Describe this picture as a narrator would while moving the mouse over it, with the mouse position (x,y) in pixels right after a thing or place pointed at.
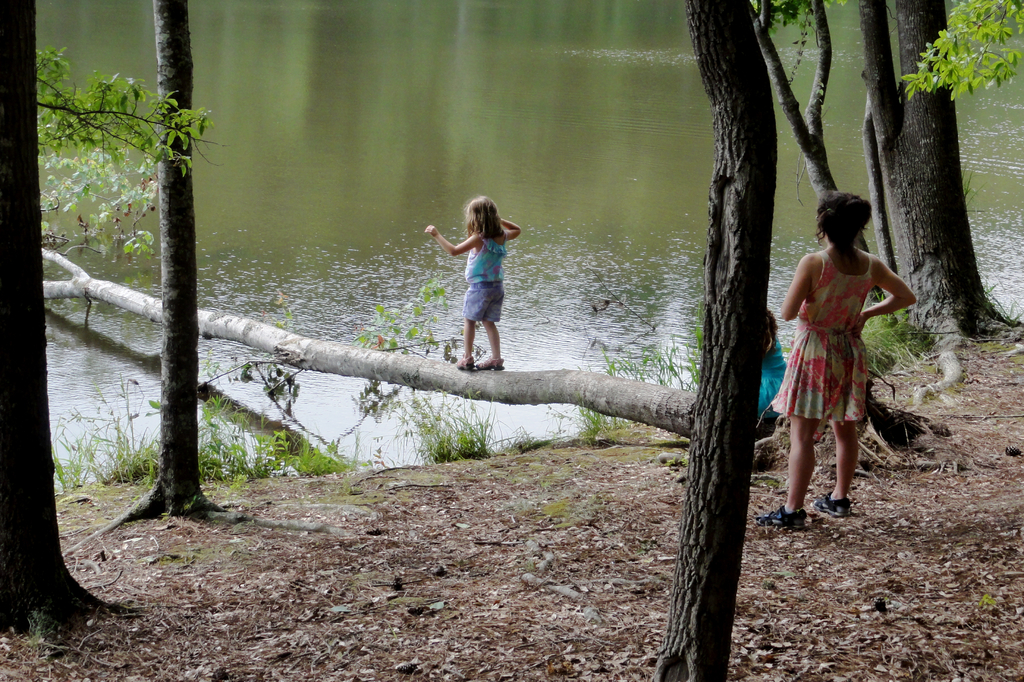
In this image there is a river (606,212) a tree (631,399) fallen into the river (355,379) on that tree (598,377) a girl (485,362) is walking, beside that there is a land (960,463) on that land (1011,437) there is a trees (701,574), a woman (847,406) is standing in front of the tree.
